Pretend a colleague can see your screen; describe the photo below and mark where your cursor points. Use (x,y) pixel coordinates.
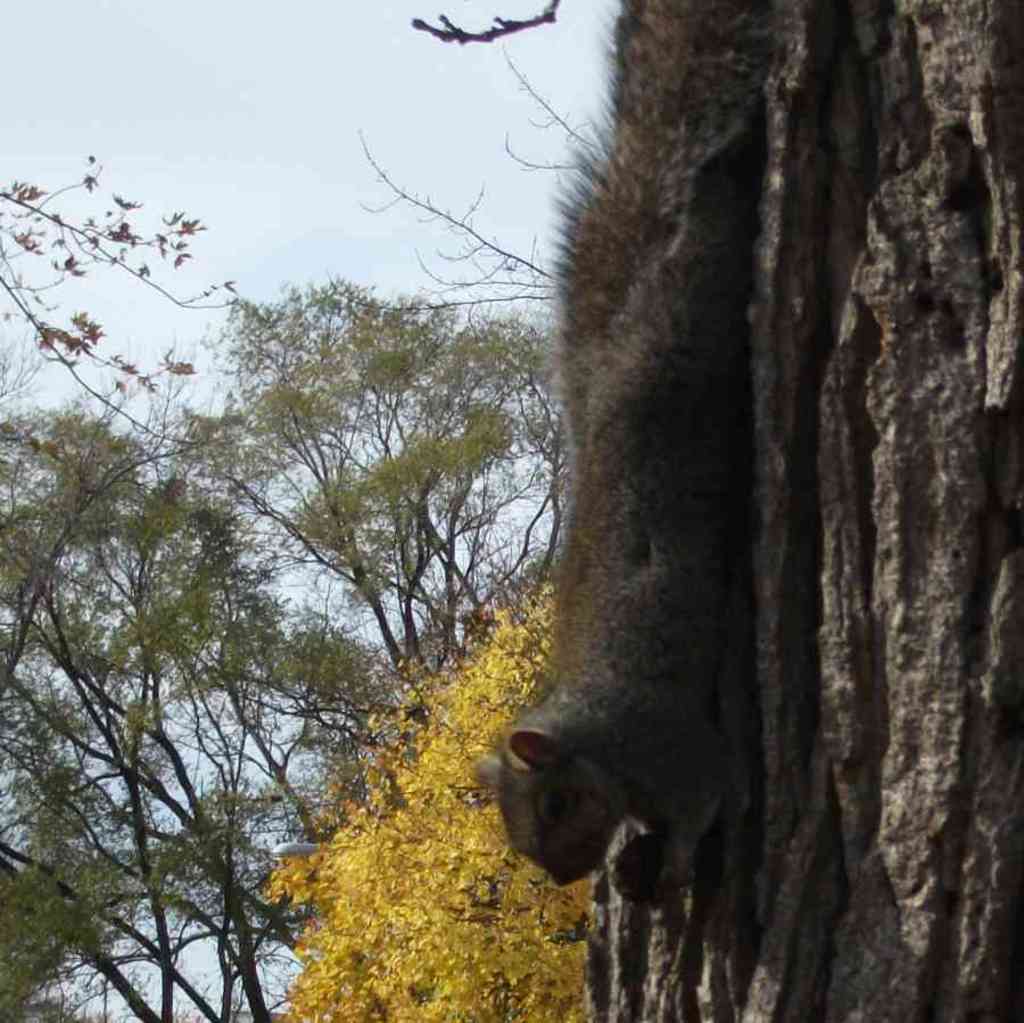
In this image we can see an animal (667,428) on the wood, there are some trees (327,538) and in the background (480,211) we can see the sky (575,66).
